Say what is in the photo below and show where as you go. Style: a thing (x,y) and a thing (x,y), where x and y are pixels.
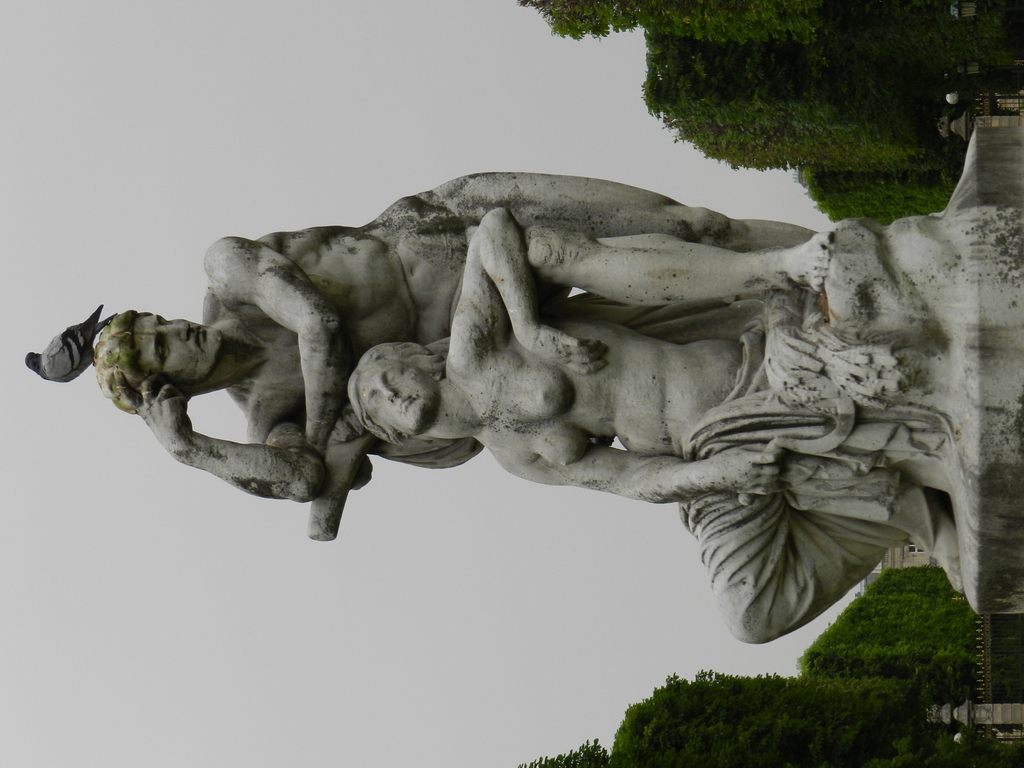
In the foreground of this picture (630,394), there is a sculpture (531,367) on which a bird (69,356) is present on it and in the background (778,105), there are trees (735,60), building (910,552) and the sky (443,572).
